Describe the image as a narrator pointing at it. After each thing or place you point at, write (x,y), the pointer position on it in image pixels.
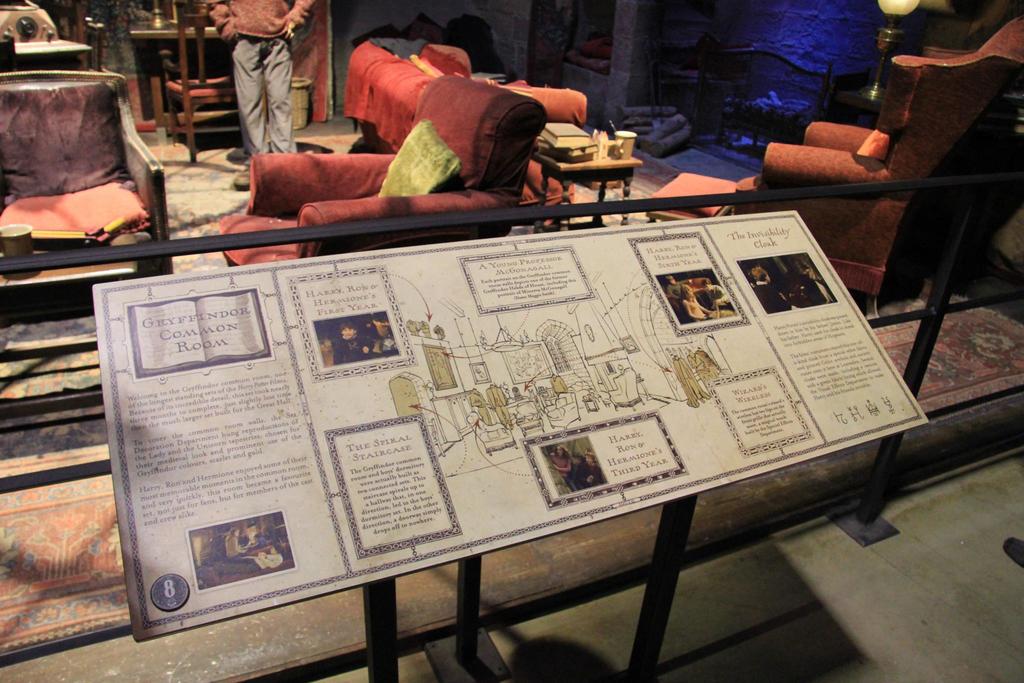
In this image, we can see so many chairs (296,252), sofas (263,170) and pillows (421,182). And the middle, There is a board (506,386). A human (254,97) is standing, on the top of the image (270,57). We can see tables (165,46), few items (568,141) are placed on the tables (147,33). Here bucket (306,98).
